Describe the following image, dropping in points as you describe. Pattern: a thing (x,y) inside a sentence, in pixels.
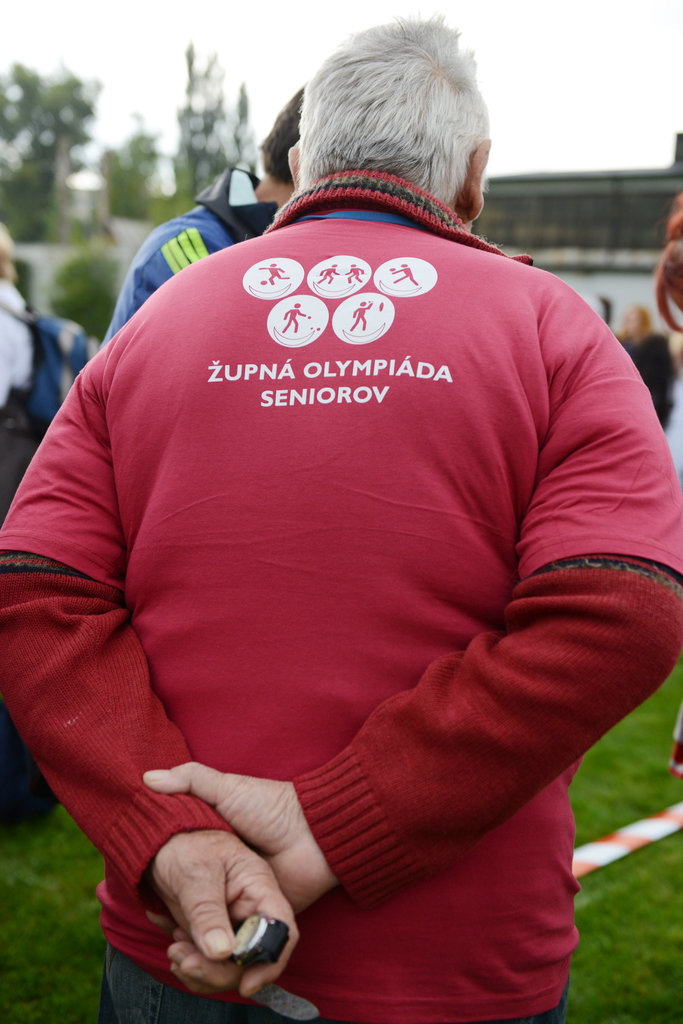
In this picture I can see a few people (412,322) standing. I can see a person (389,545) holding watch (255,927) in his hand (265,884). I can see green grass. I can see trees (122,158).
